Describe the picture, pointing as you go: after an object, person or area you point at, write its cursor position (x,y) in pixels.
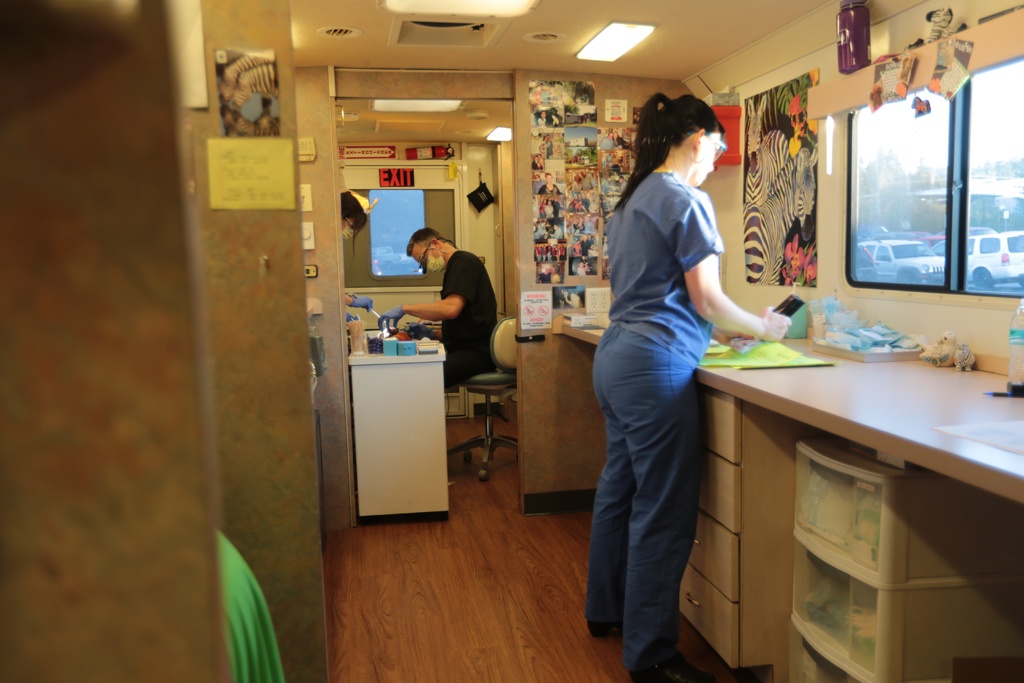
This is a picture inside the room (592,514). There is a person (636,363) standing at the desk (792,377) and there is another person (458,273) sitting at the table (434,359). At the right (918,207) there is a window (905,189) and at the top (619,49) there are lights (613,41) and there are photos (557,243) on the wall (521,242), there are bottles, cloth (885,340) on the desk (855,404).
